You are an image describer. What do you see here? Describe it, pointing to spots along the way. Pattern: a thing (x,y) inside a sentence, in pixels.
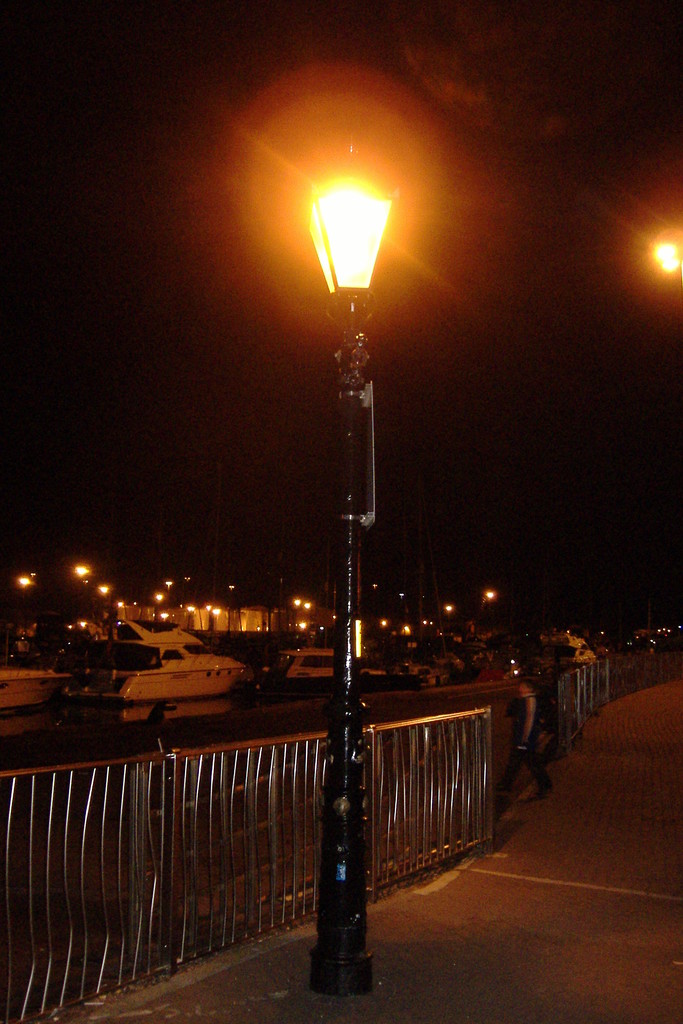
In this image I can see the ground (587,929), a black colored pole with a light (340,225) on it, the railing (323,747), the water (90,720), few boats (94,646) on the water (100,712), a person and few light poles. In the background (496,481) I can see the dark sky (494,412).
